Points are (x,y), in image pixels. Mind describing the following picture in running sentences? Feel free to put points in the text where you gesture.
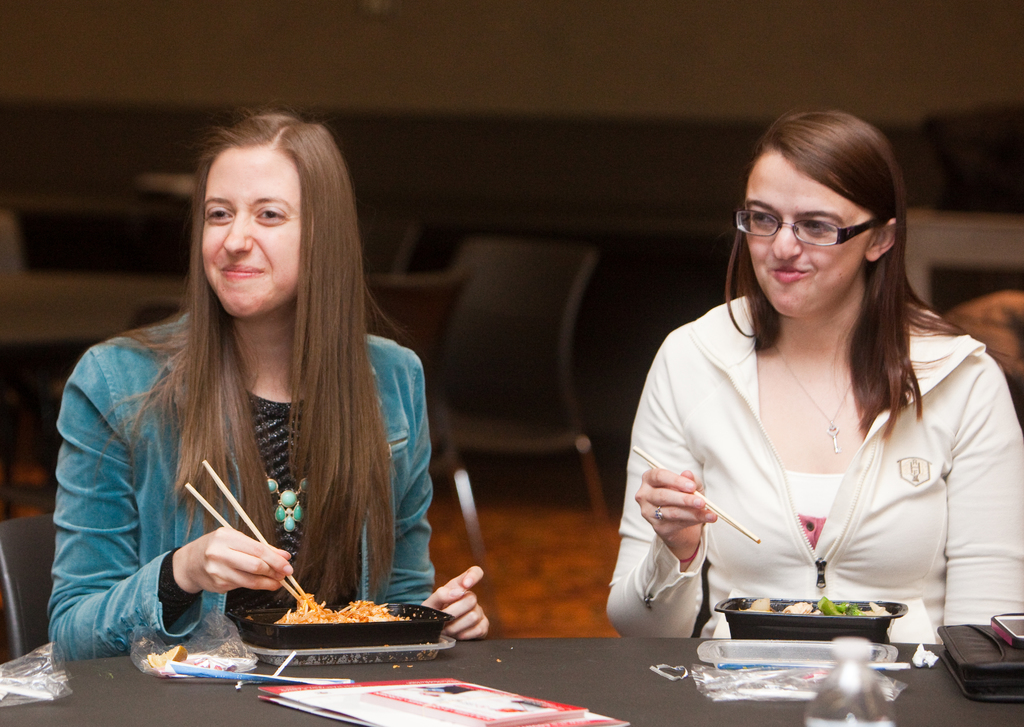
In this image there are two women (285,389) sitting, they are holding an object (250,526), there is a table (136,708) towards the bottom of the image (471,690), there are objects (64,672) on the table (556,679), there is food (341,619) in the box (778,614), there is a water bottle (854,666) towards the bottom of the image (869,677), there are chairs (451,316), there is an object (81,320) towards the left of the image (82,301), at the background of the image (380,85) there is the wall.
